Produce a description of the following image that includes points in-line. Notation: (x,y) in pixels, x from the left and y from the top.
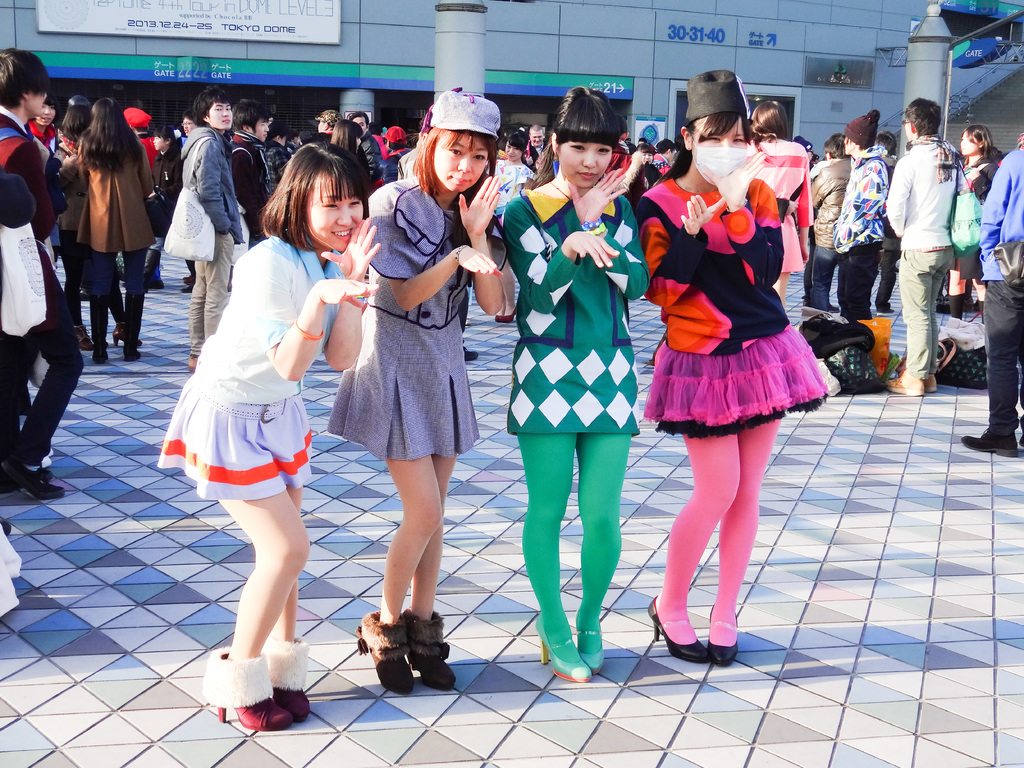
In the image I can see four people (671,309) who are standing and behind there are some other people (533,135) and a building (507,119) to which there is a board (203,3) and some text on it.
